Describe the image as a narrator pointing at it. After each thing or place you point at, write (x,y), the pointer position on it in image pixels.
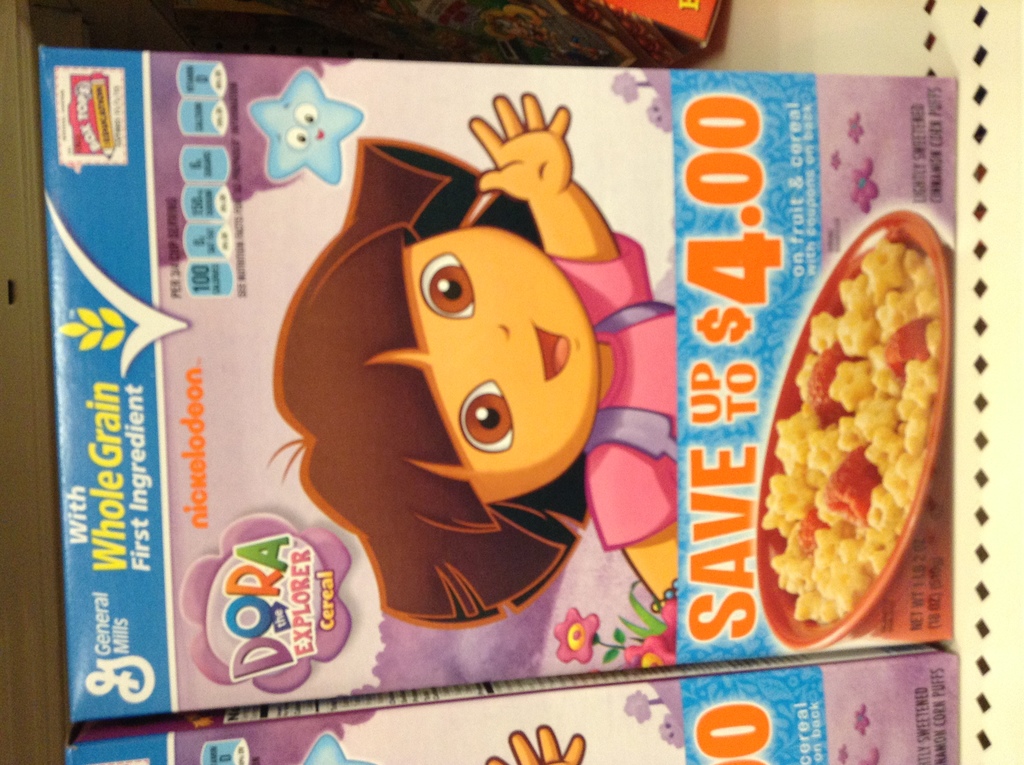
In the image there are two cereal boxes (540,474) beside each other with graphic images (573,300) on it, this is a vertical image.
